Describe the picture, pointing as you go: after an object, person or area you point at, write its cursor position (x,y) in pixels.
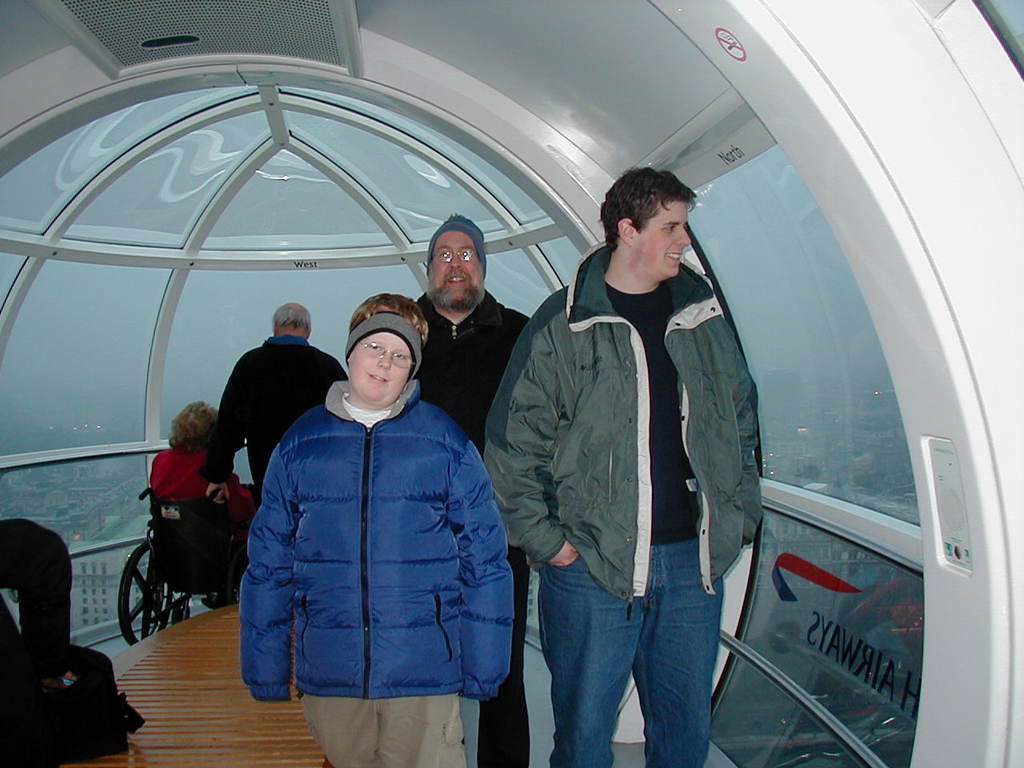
In the center of the image (491,489) there is a boy (268,499) wearing a blue color jacket (406,683) and specs (402,353). Beside him there is a man (577,363). He is wearing green color jacket (648,474) and blue color jeans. He is looking outside the window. At the background of the image (131,628) there is a lady (235,499) sitting in wheelchair (194,504). she is wearing red color dress (250,513).
